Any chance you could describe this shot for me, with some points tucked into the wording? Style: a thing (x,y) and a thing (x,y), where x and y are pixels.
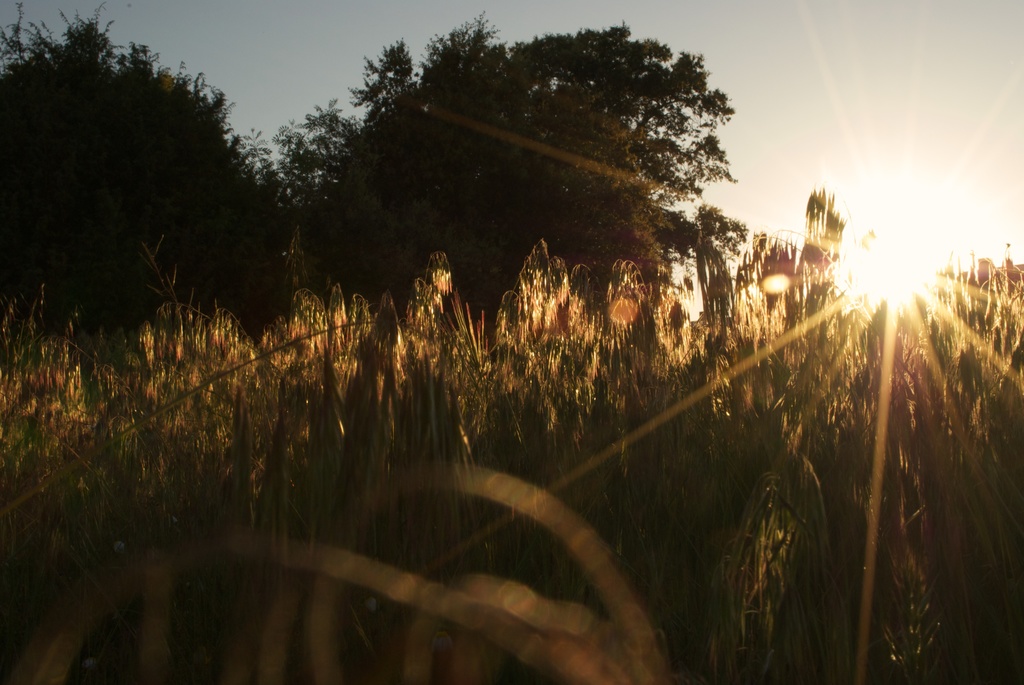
There are plants (613,388) and trees (600,164) on ground (510,352). In the background (911,262), there is sun (894,249) in the sky (694,43).
